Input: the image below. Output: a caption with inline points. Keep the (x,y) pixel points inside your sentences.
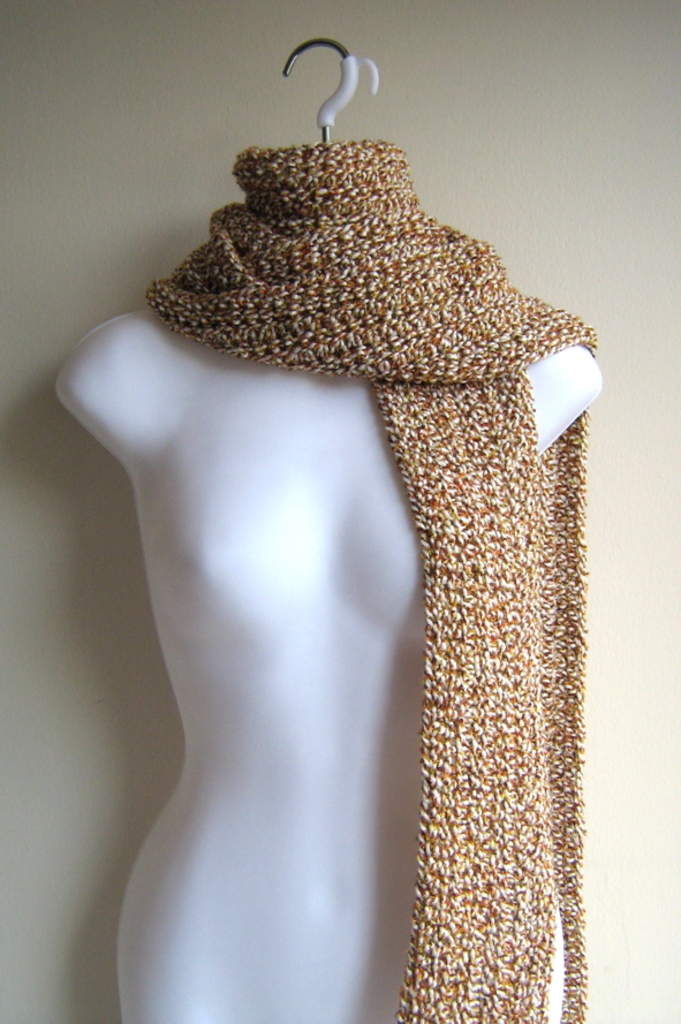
In the picture I can see a mannequin (302,616) which has a cloth (295,279) placed on it.
